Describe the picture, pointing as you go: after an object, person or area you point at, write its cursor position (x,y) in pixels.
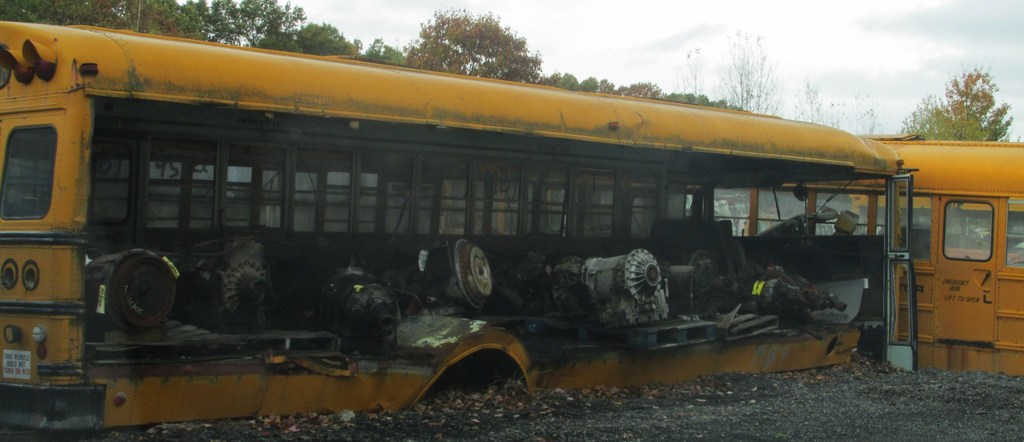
In this image in the center (527,235) there is one vehicle (527,235) which is burnt, and on the right side (984,297) there is one vehicle (944,302). At the bottom (826,386) there is a walkway (751,383) and some scrap (762,314), and in the background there are some trees (964,82). At the top (783,73) there is sky (598,39).
